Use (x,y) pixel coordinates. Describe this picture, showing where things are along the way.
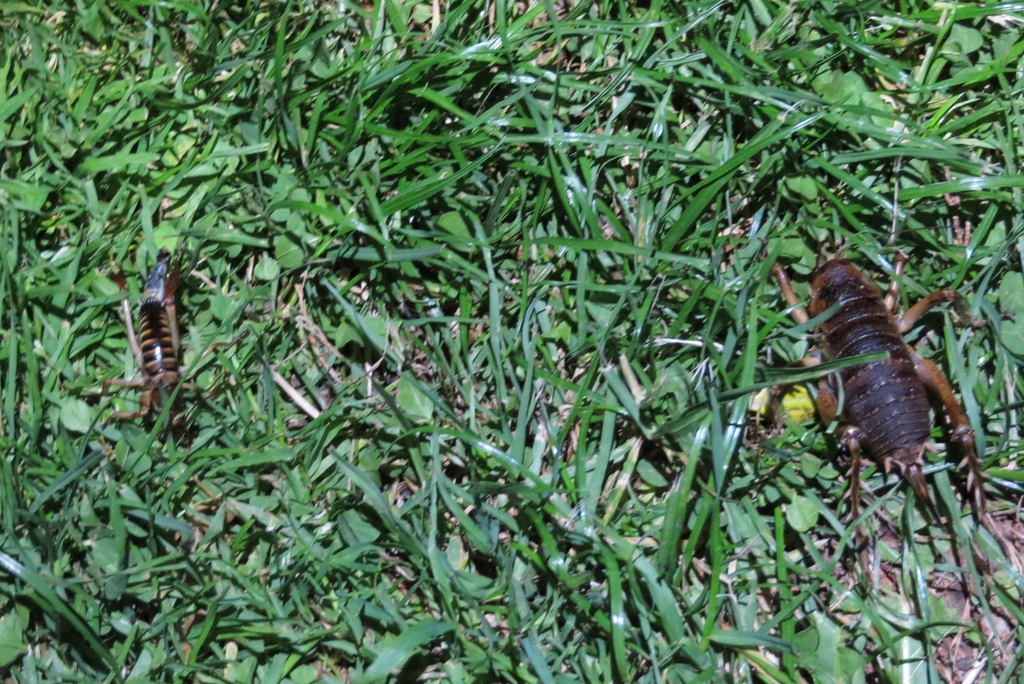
In the picture there are two insects (877,414) present on the grass (665,510).
